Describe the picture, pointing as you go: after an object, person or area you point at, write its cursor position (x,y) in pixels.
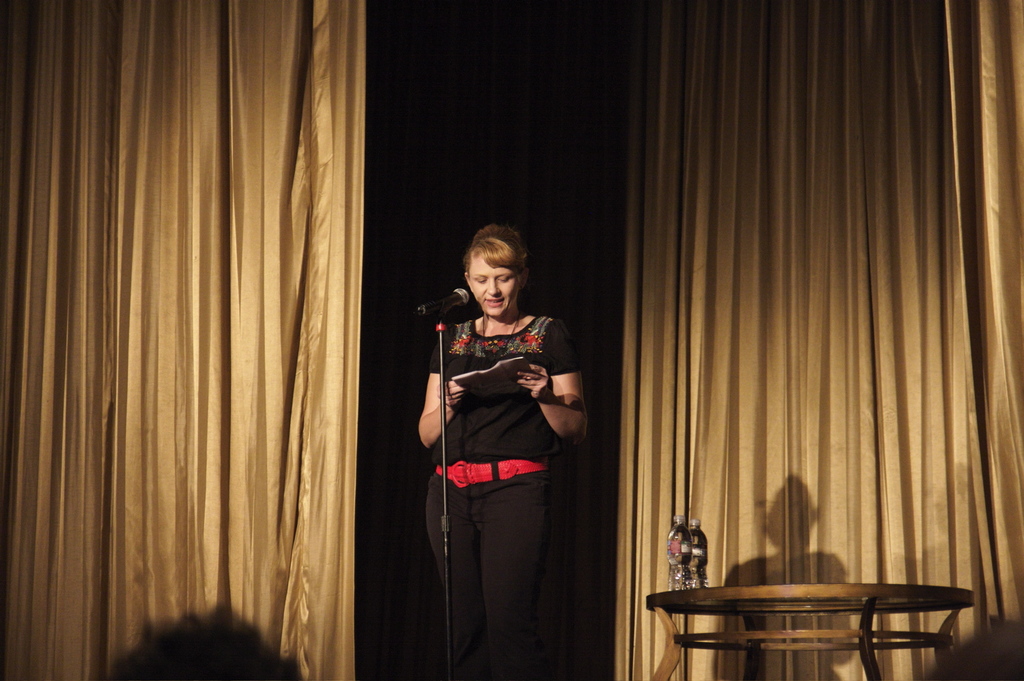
In this image there is a person (498,394) standing and holding an object (495,378), there is a stand (447,566), there is a microphone (426,303), there is a table (781,633), there are water bottles (691,566) on the table (715,598), there are curtains (840,626), there are curtains (905,422) truncated towards the right of the image (908,246), there are curtains (137,287) truncated towards the left of the image (141,167), there is a person (199,643) truncated towards the bottom of the image (199,650).
